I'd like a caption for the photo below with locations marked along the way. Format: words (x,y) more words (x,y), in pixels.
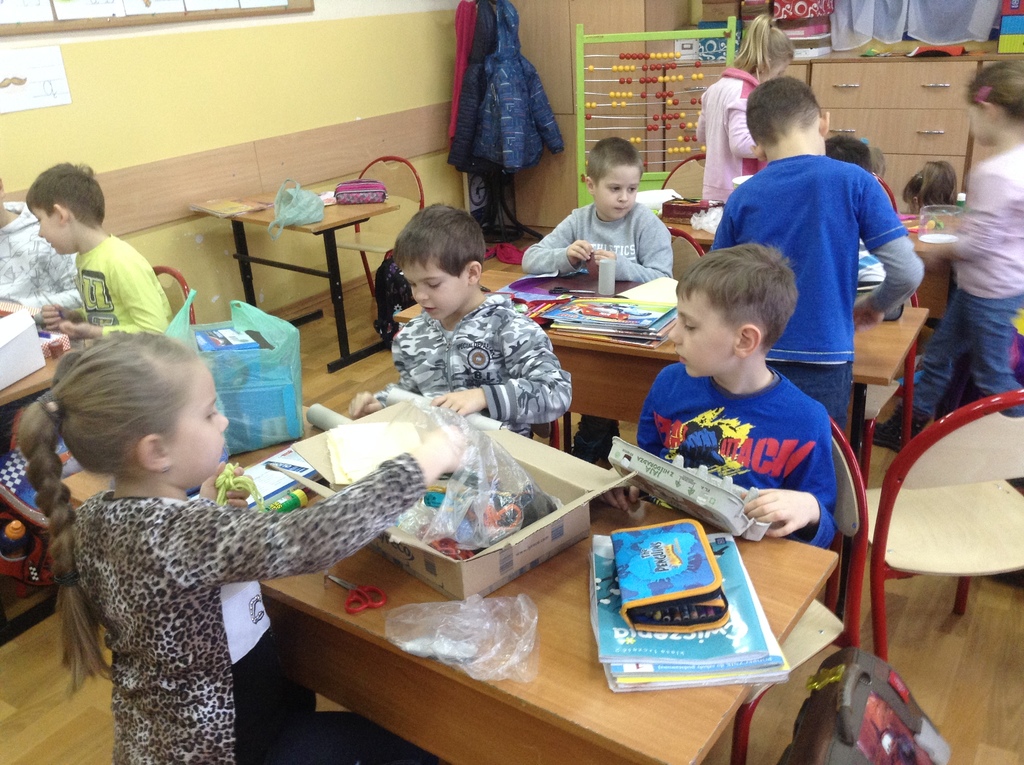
In this picture we can see some childrens (513,427) are sitting here on the chair (843,504) in front of the chair (849,491) we can see some table (785,565) is present in that table (785,571) some books (747,578) pencils (676,612) and some playing items (506,515) are present it look like a room classroom (380,11) and they have some playing thing (663,120) here.
